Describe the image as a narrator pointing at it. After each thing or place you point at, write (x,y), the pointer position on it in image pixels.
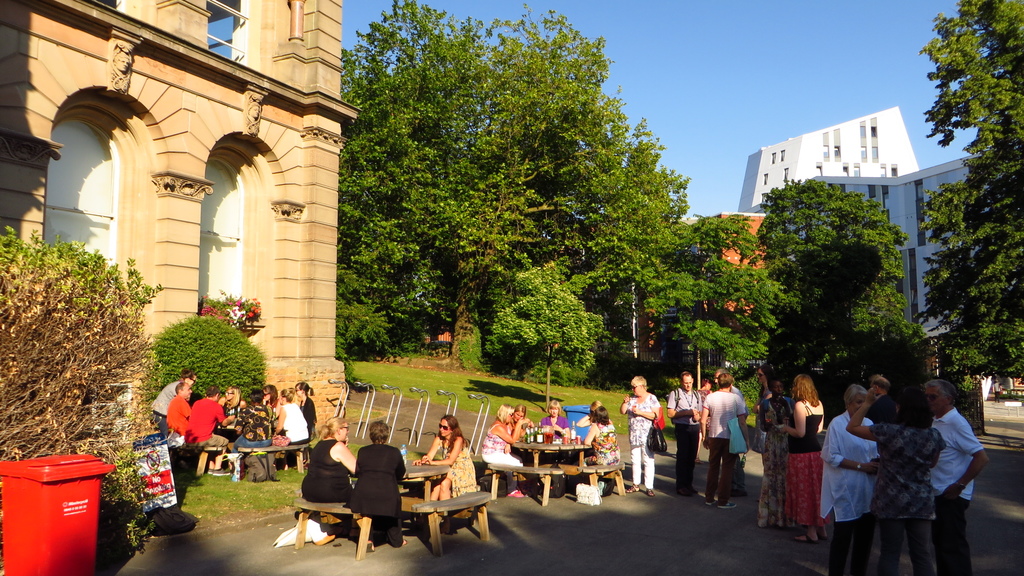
In the center of the image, we can see tables (549,447) and there are bottles (527,429) on them and we can see people (383,506) sitting on the chairs (318,510). In the background (688,455), there are some other people (790,402) standing and we can see trees (392,188), buildings (324,176), bushes (101,365) and poles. On the bottom left (47,503), we can see a bin (50,505), which is in red color. At the bottom (705,542), there is ground (649,532) and at the top (720,73), there is sky (694,98).
